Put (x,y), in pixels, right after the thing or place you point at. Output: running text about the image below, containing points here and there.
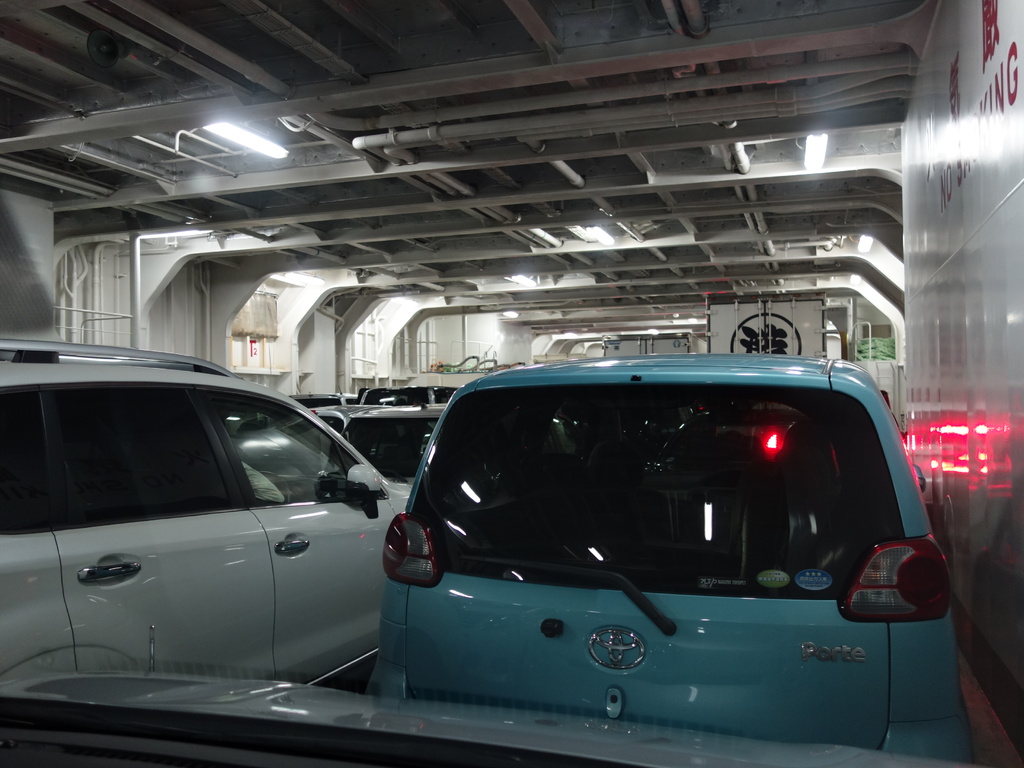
There are cars (513,531) under a shed (573,271). Here we can see lights (205,233) and roof (629,169).
